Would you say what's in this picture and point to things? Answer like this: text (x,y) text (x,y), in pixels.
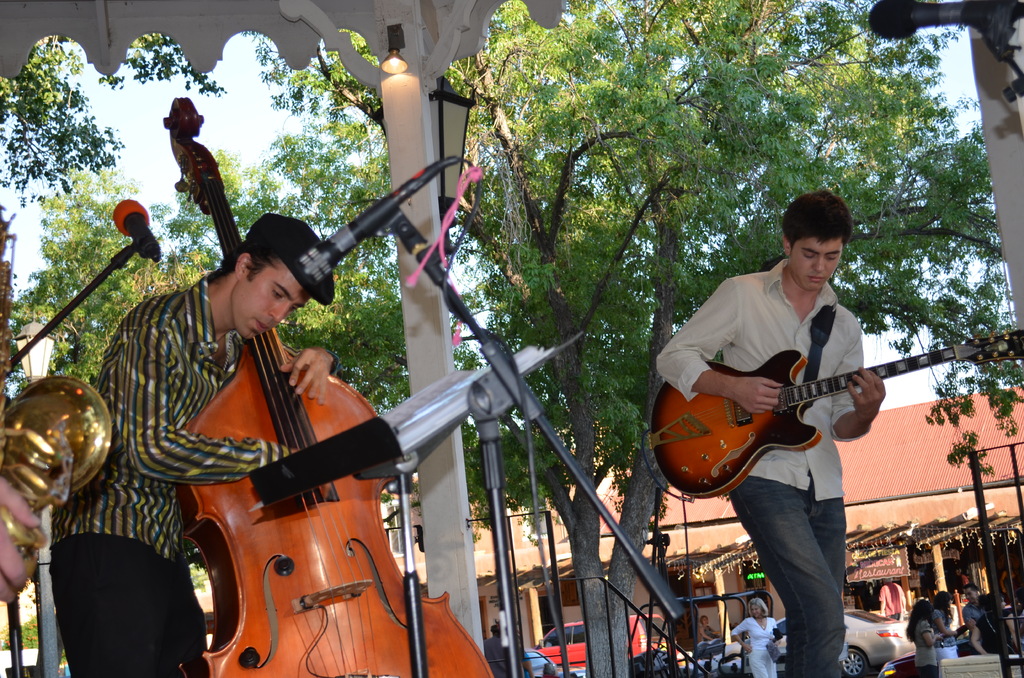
In this picture we can see two men (844,411) holding double bass (374,420) and guitar (719,405) in their hands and in front of them there is mic (369,223) and in background (417,152) we can see trees (513,119), pillar (446,361), light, some persons (889,600), car (884,651), house (896,501).
